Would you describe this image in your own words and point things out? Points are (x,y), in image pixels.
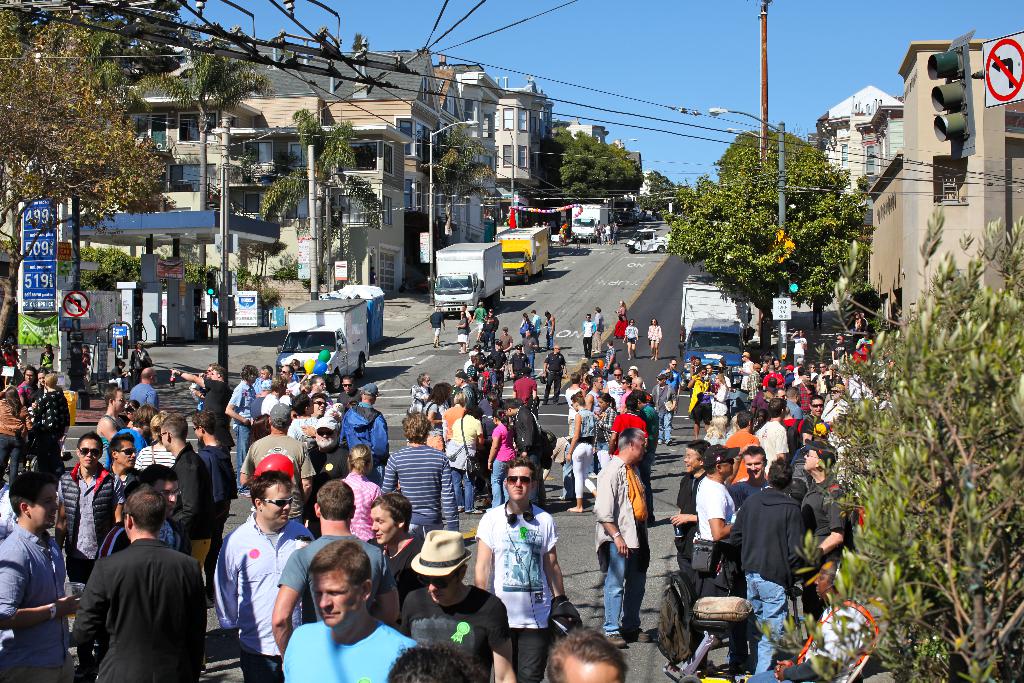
Here we can see crowd (631,512) and there are vehicles (650,239) on the road (646,258). Here we can see poles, trees (68,115), boards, lights (780,142), traffic signals (973,104), and buildings (576,128). In the background (699,158) there is sky (632,33).
